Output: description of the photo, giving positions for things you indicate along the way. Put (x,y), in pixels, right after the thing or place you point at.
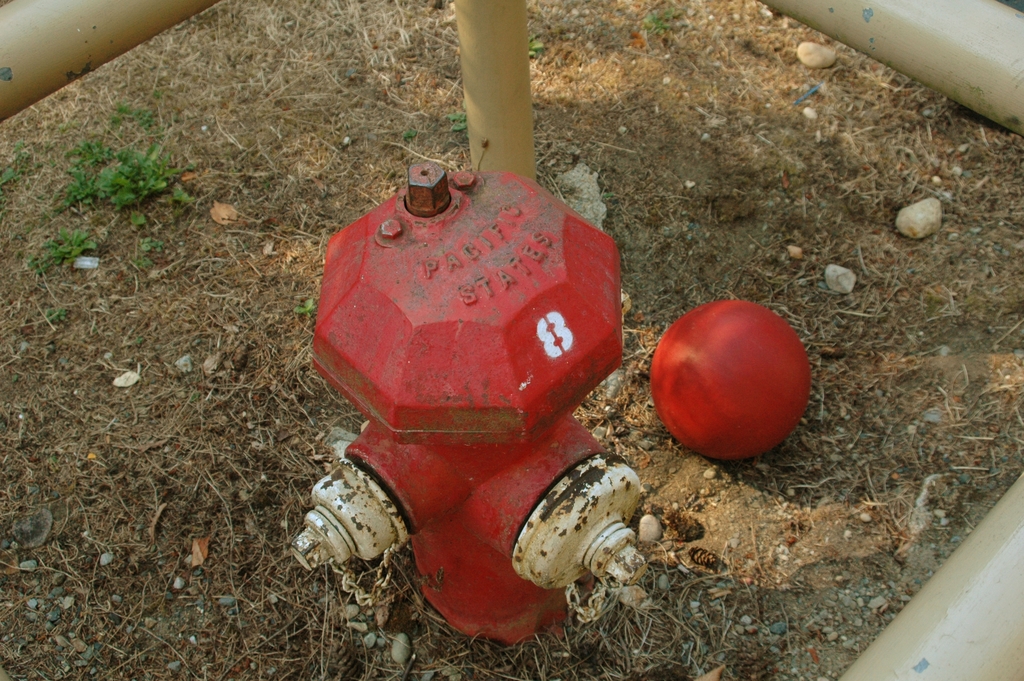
In this picture we can see a hydrant (474,622) on the ground (203,462), here we can see a ball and rods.
